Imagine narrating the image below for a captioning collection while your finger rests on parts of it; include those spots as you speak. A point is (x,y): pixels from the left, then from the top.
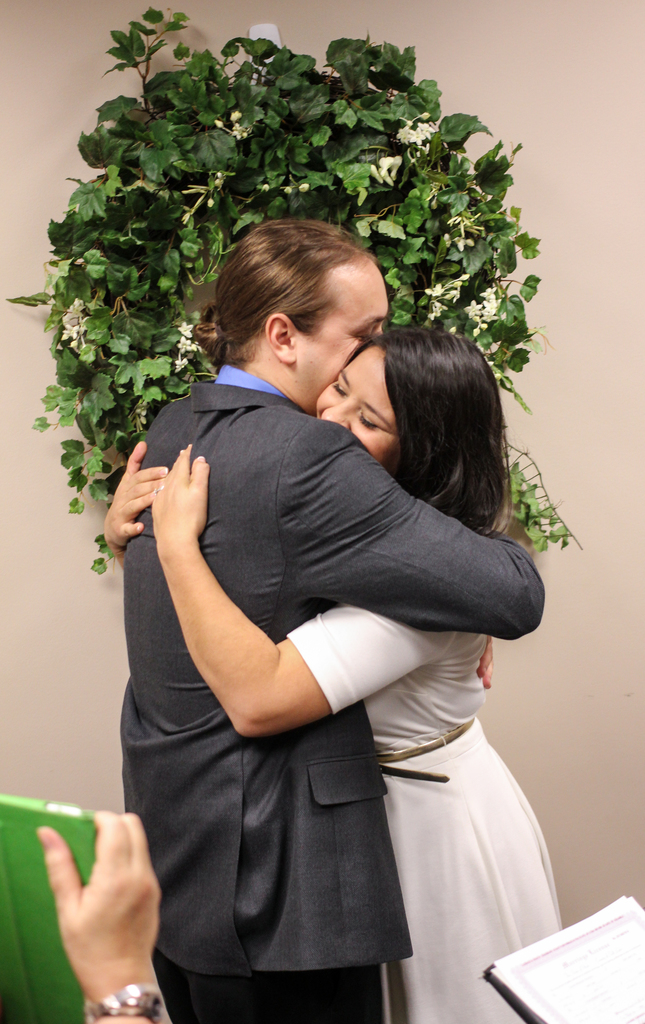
In this image I can see two persons (503,549). The person (480,786) at right (492,766) is wearing white color dress (451,792) and the person (232,734) at left (214,732) is wearing black blazer (221,554) and blue color shirt (239,378). In front I can see the person's hand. In the background (219,199) I can see the plant (385,163) in green color and the wall (569,143) is in cream color.
